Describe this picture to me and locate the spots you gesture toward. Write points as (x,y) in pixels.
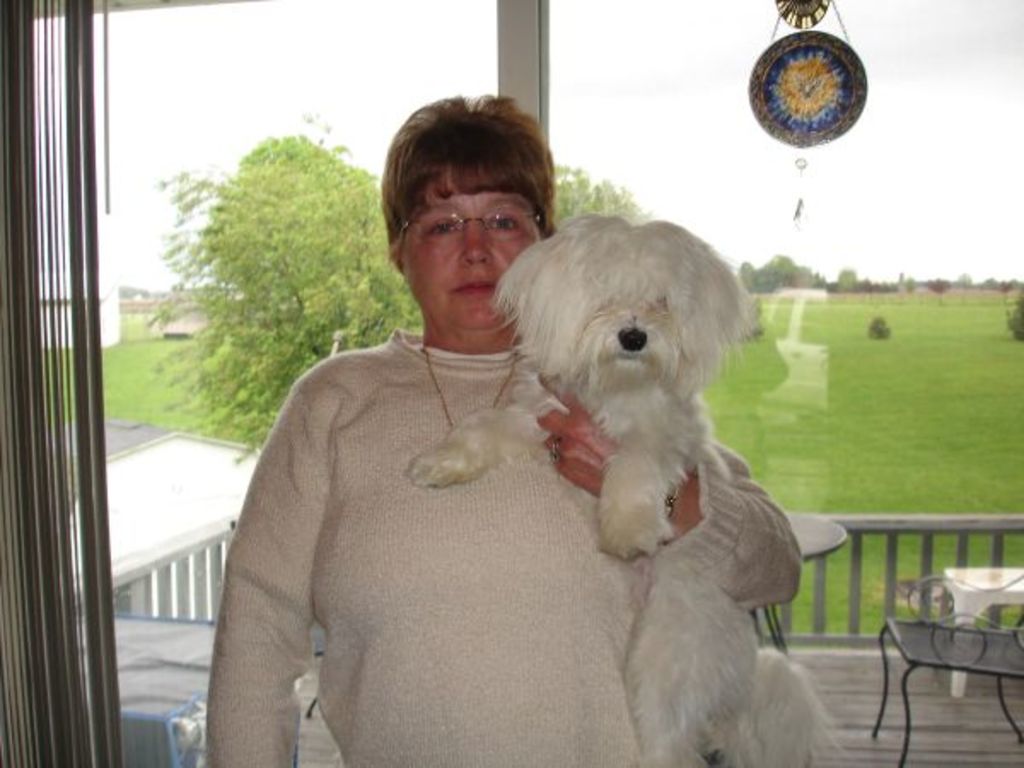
In this image I see a woman (384,399) who is holding the dog (743,341). In the background (607,202) i see a table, a chair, few trees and the grass (939,309).
